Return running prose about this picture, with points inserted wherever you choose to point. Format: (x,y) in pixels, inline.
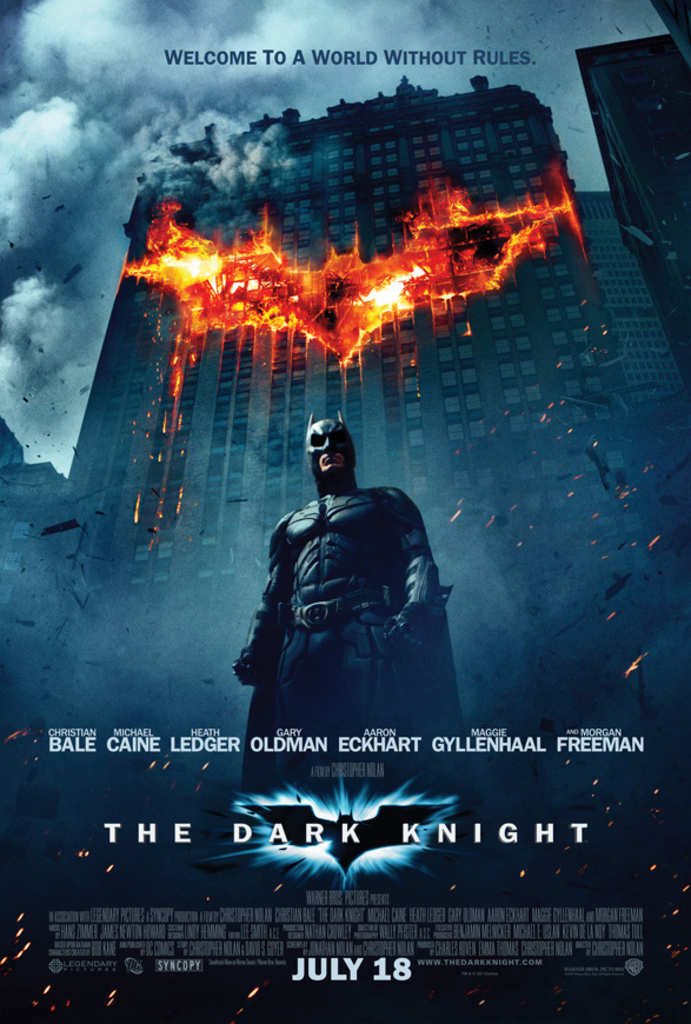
In this image we can see a poster (361,785). On this poster (468,621) we can see picture (327,485) of a person (390,642), buildings (525,511), fire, text (93,930), and sky (313,58) with clouds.
